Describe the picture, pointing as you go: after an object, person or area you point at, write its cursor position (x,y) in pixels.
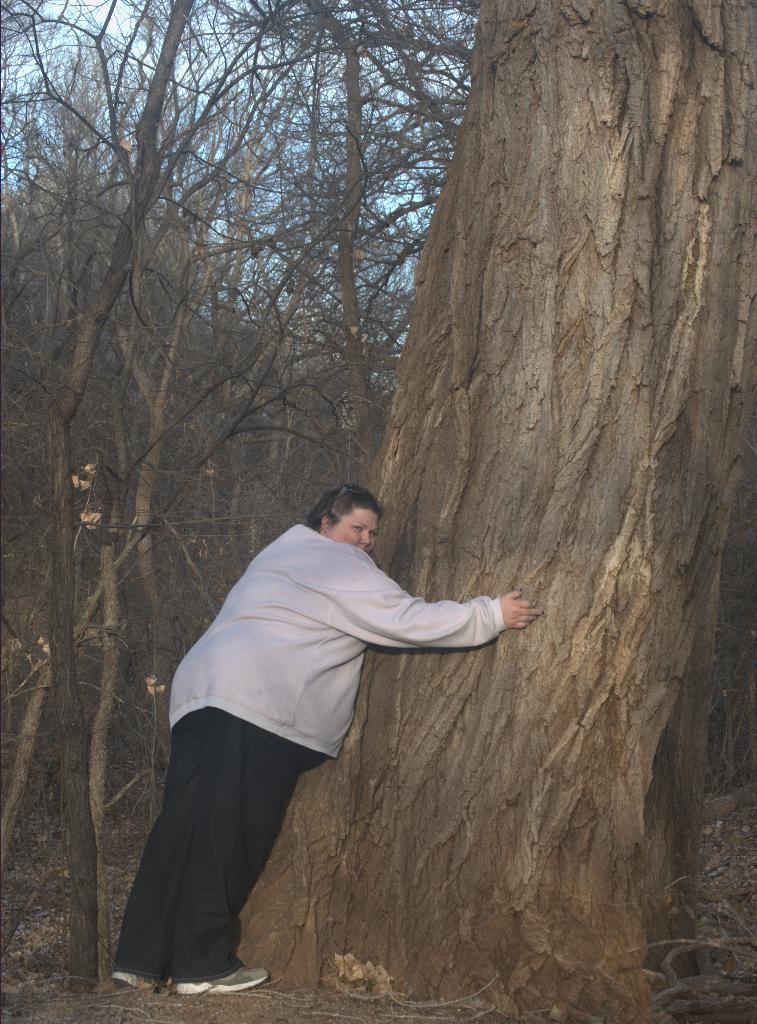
In this image we can see a person (401,618) standing near the tree (435,587).
